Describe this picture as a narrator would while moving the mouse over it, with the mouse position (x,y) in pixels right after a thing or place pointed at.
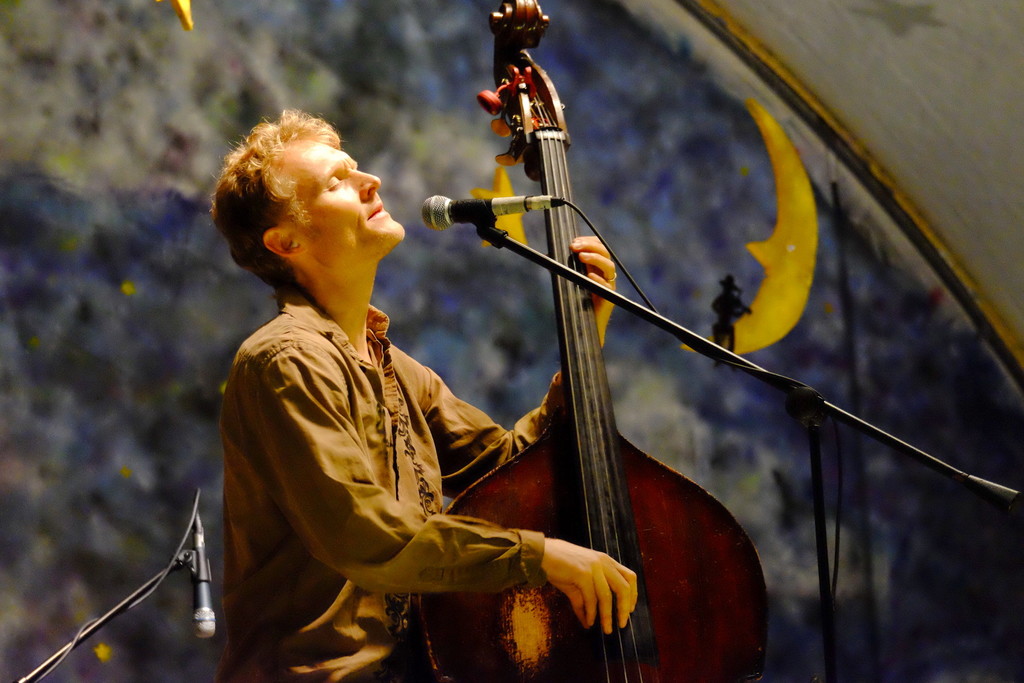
In this image I see a man (394,395) who is holding a musical instrument (539,665) and he is in front of a mic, I can also see another mic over here.
